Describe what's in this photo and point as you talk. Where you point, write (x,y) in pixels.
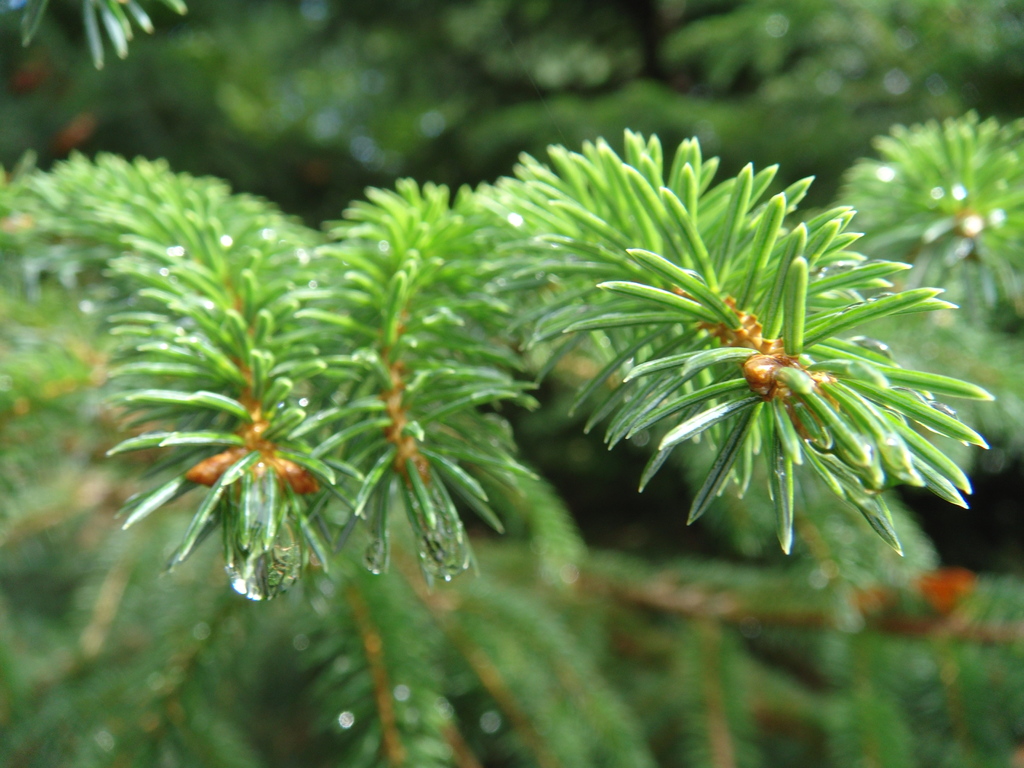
In this image, there are some branches (365,287) of a plant (727,223). In the background (855,517), image is blurred.
